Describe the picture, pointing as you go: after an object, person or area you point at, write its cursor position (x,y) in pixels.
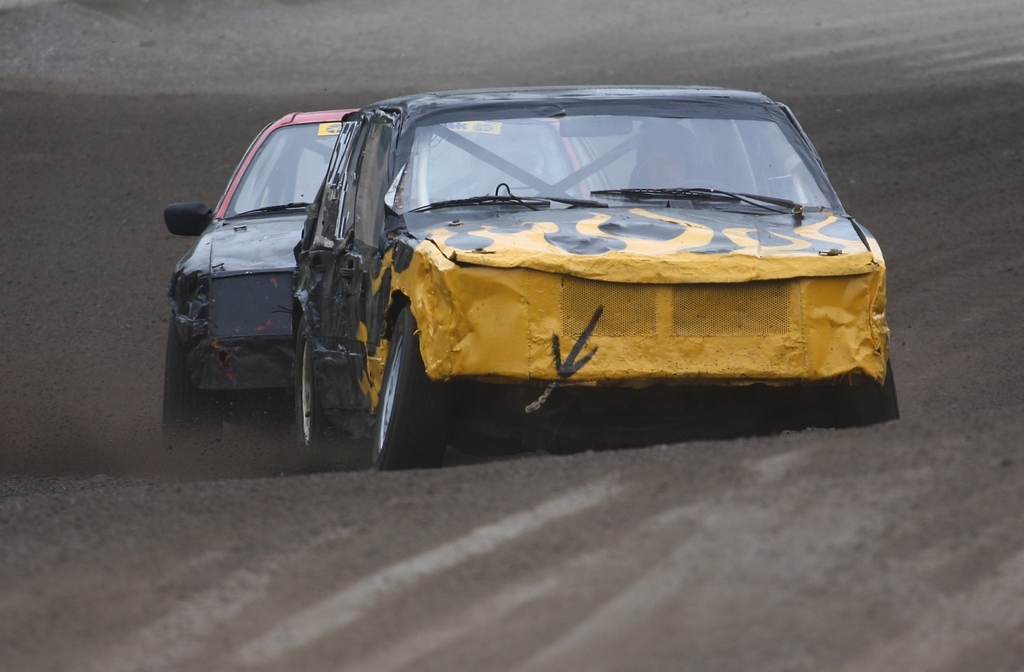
In this image we can see, there are two cars (493,109) on the road (710,502) and the front car (300,364) is black and yellow color.
